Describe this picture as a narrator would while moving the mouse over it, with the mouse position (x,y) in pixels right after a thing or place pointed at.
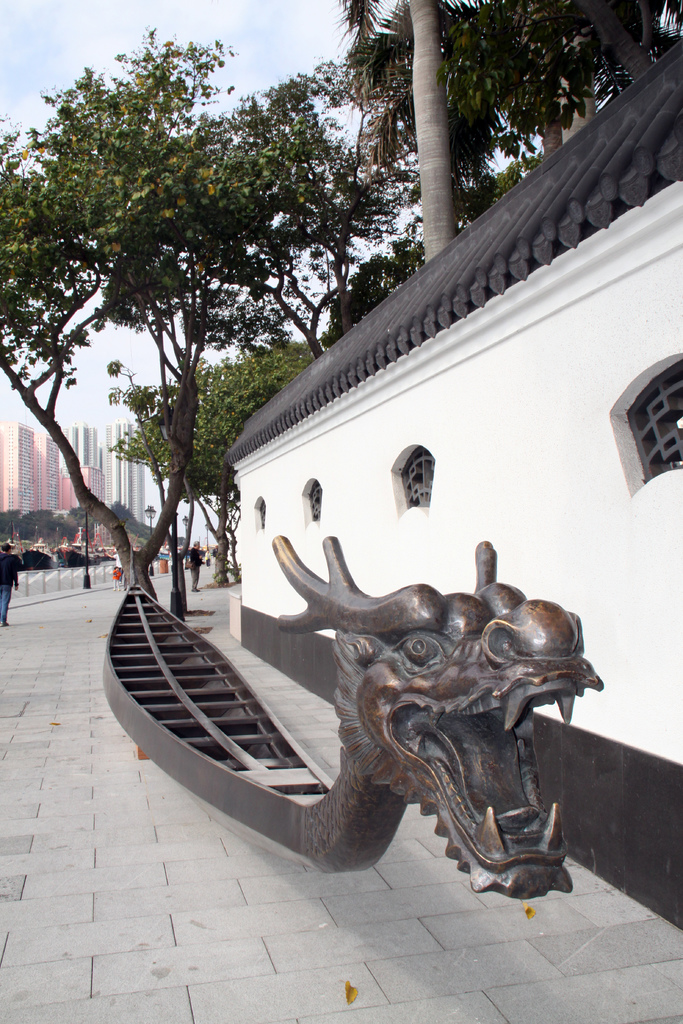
In this image in the front (180,695) there is an object (252,724) which is brown in colour. On the right side (576,465) there is a wall (586,441). In the center (261,385) there are trees (230,283) and there are persons (12,581) standing and walking. In the background (14,517) there are buildings (54,500), trees (26,518) and there is a black colour pole (86,564) and there is a fence (53,578) and the sky (92,50) is cloudy.
